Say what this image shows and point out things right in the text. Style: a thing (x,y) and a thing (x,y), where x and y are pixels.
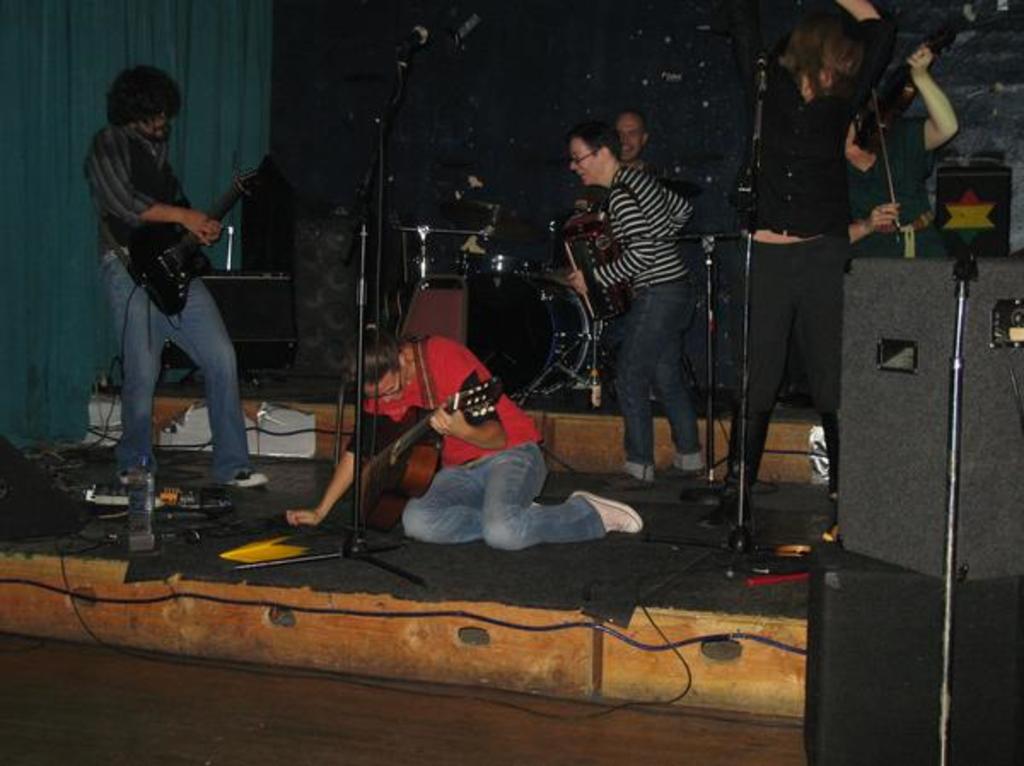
The person (451,375) wearing red shirt (436,367) is sitting on the ground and holding a guitar (415,450) and there are group of musicians (877,159) around him and there is a speaker (926,420) in the right corner (907,436).
